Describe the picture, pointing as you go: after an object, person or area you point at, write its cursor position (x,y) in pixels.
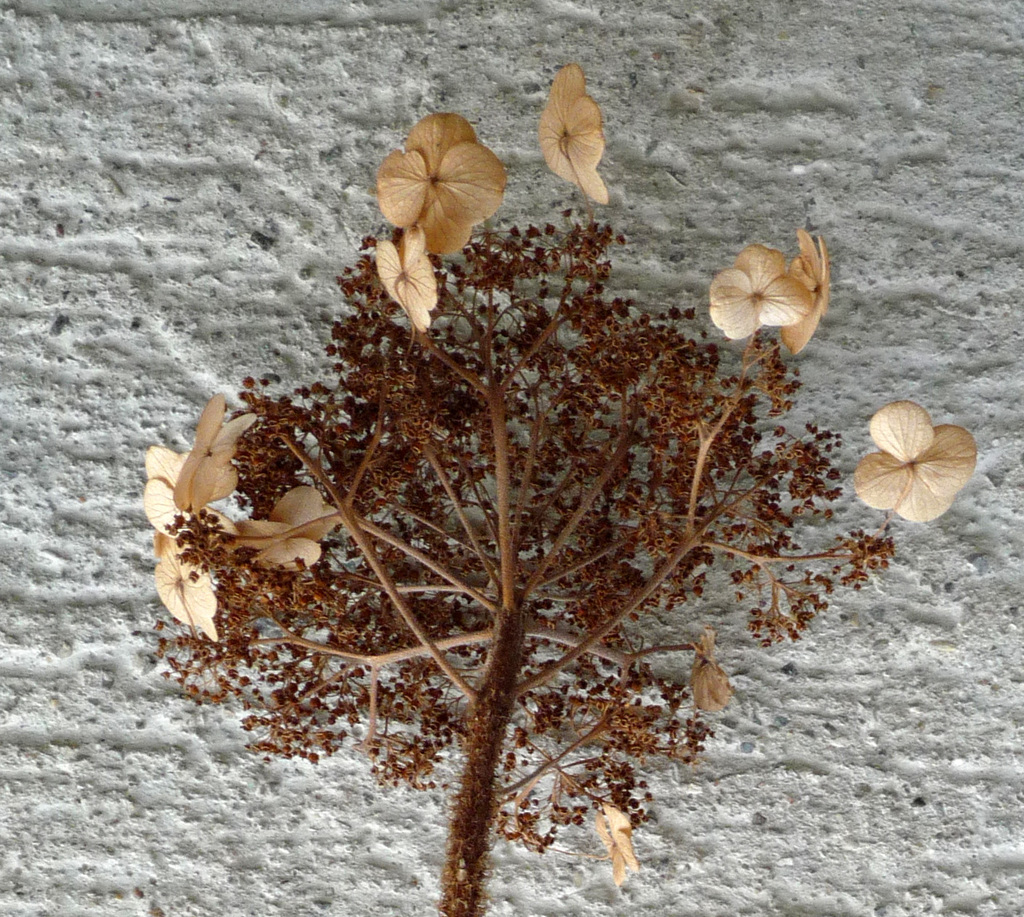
In this image there is a plant (575,420) having few flowers (206,411) and buds (595,693). Behind it there is a wall (947,827).
